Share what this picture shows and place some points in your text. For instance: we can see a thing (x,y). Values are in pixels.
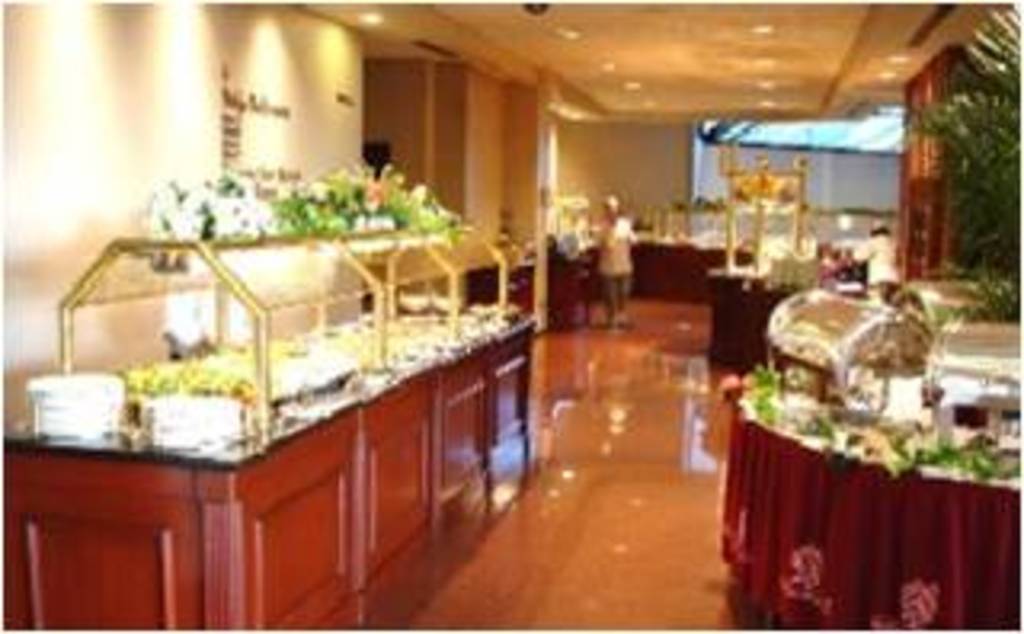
In this image we can see inside of a restaurant (658,345). There are many tables (445,431) in the image. There is a person (623,294) in the image. There is a house plant (997,199) in the image. There are many lamps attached to the roof (691,67).
